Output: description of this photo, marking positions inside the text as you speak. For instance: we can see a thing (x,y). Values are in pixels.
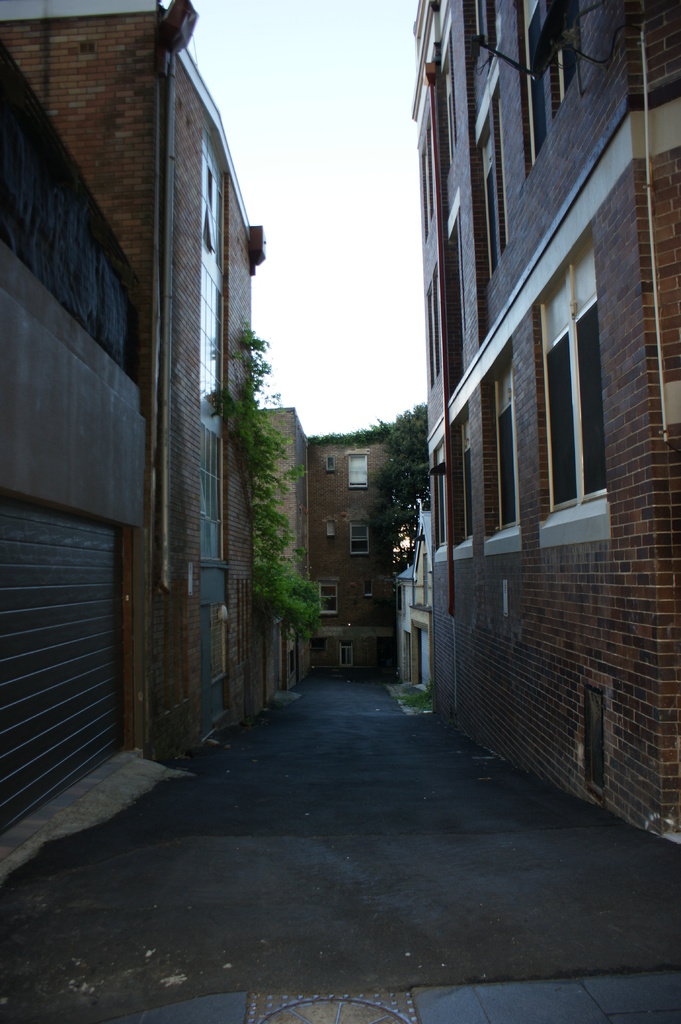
In this image I can see buildings (338,459), creepers (257,567), windows (213,519) and the sky (328,57). This image is taken may be near the buildings (586,607).
